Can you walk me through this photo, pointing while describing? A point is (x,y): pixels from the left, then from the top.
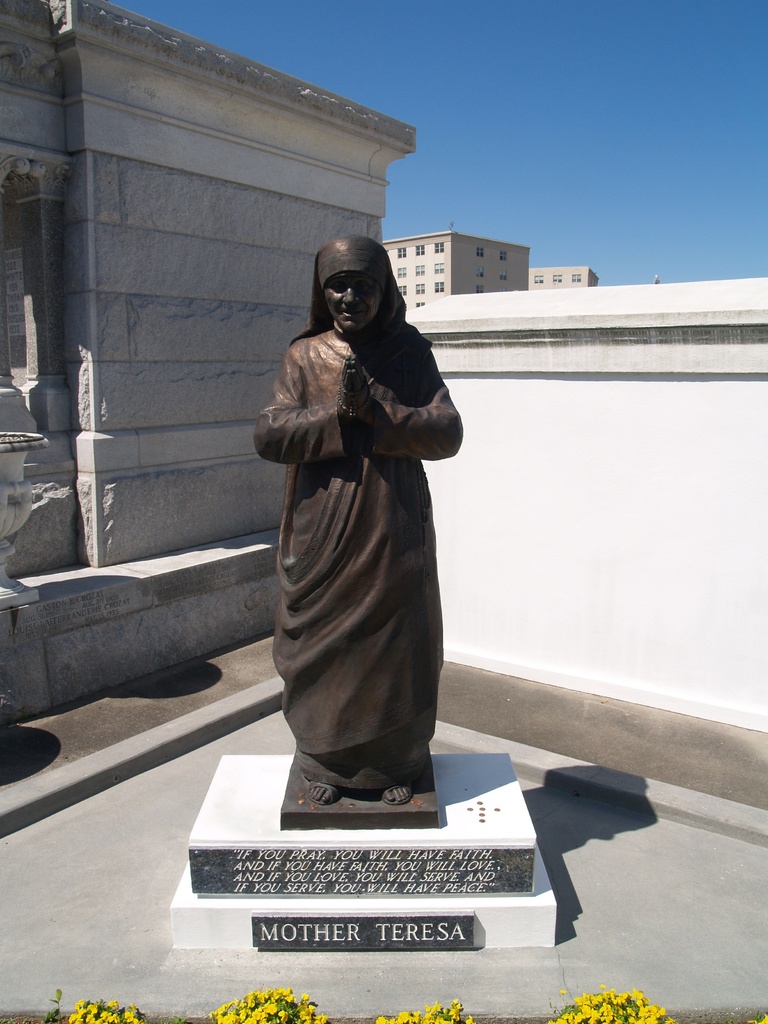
In this picture I can see a statue (460,433) and few buildings (21,41) and I can see text (324,873) on the stones (338,871) and few flowers (440,1023).
